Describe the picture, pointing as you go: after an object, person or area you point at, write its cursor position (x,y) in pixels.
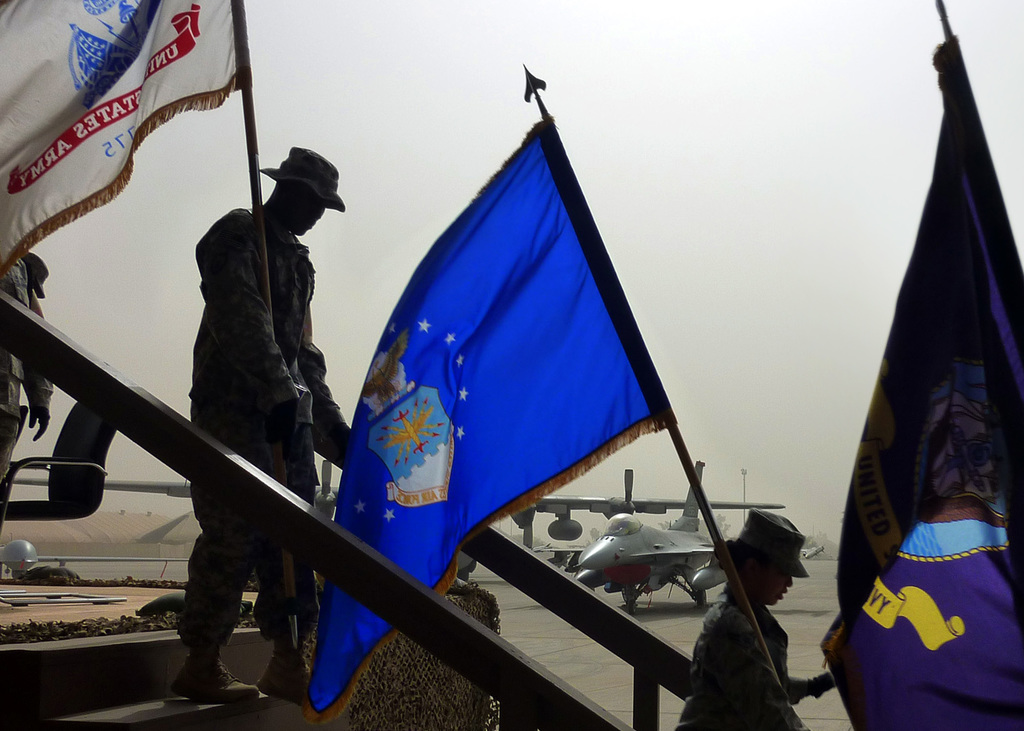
In this image we can see the people (299,566) walking on the stairs (171,637) and holding flags (539,381). And we can see the airplanes (623,561) and few objects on the ground (791,638) and the sky (744,339) in the background (782,234).
